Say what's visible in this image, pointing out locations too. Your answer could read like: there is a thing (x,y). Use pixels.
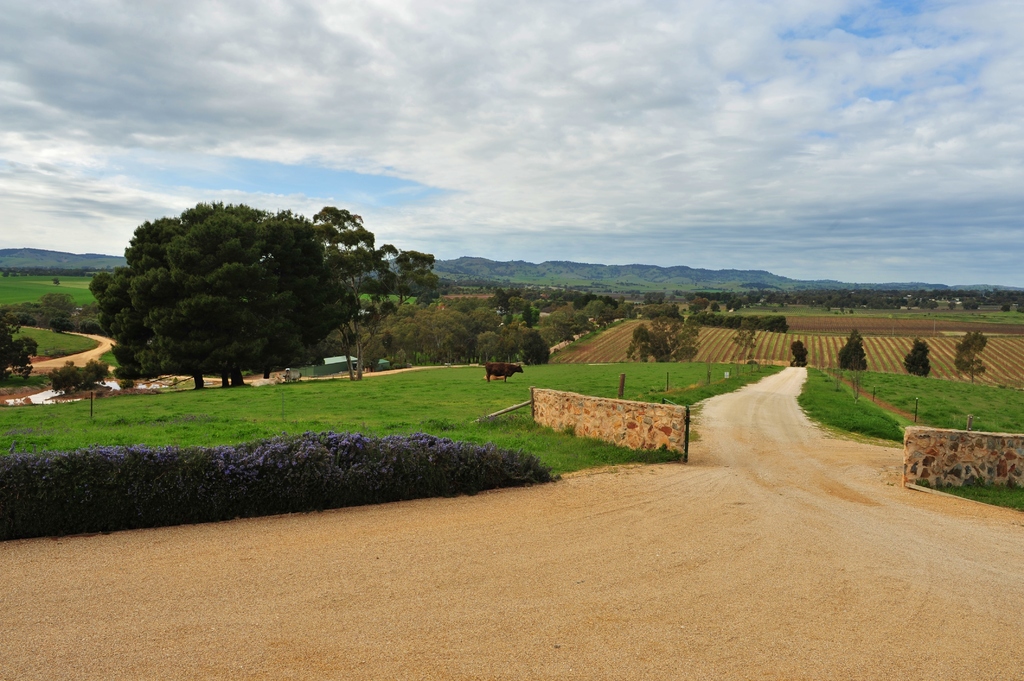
In this picture we can see a animal (507,371) on the grass (500,392), we can see some houses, trees (285,364), roads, grass (249,385) and we can see walls (615,432).
